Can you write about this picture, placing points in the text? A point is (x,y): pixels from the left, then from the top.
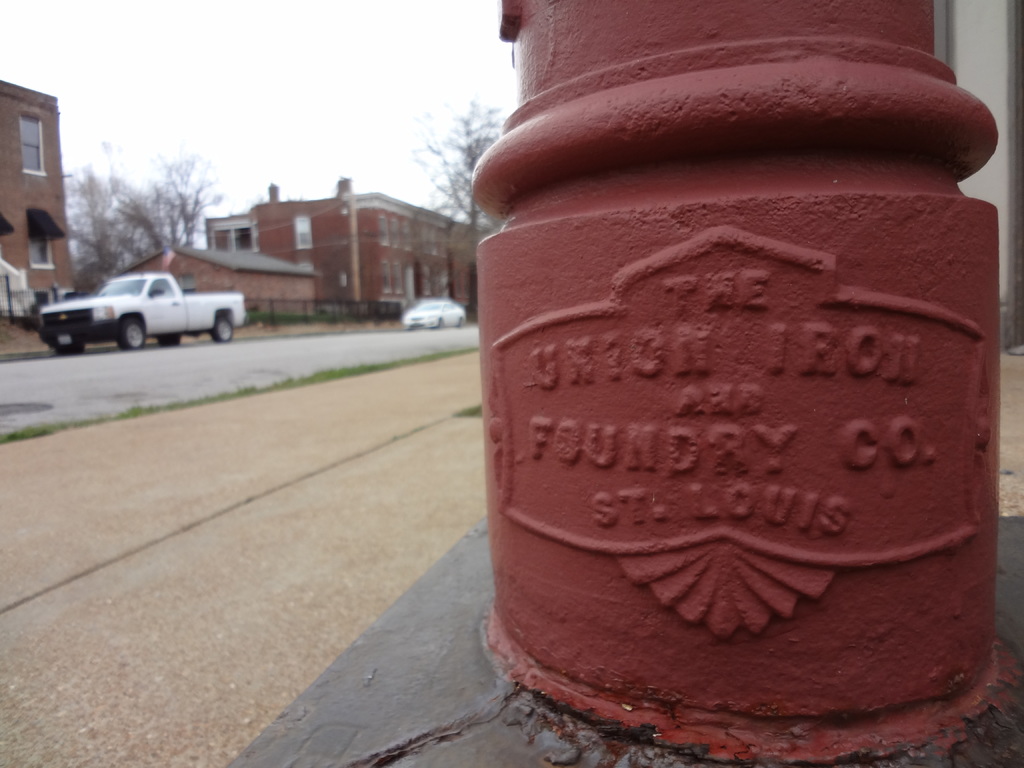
In the center of the image (651,504) we can see one pole (816,567), which is a brown color. And we can see some text (752,440) on the pole (713,452). And we can see a few vehicles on the road (173,375). In the background (382,150) we can see the sky (310,142), clouds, trees (137,235), buildings (339,189) etc.
